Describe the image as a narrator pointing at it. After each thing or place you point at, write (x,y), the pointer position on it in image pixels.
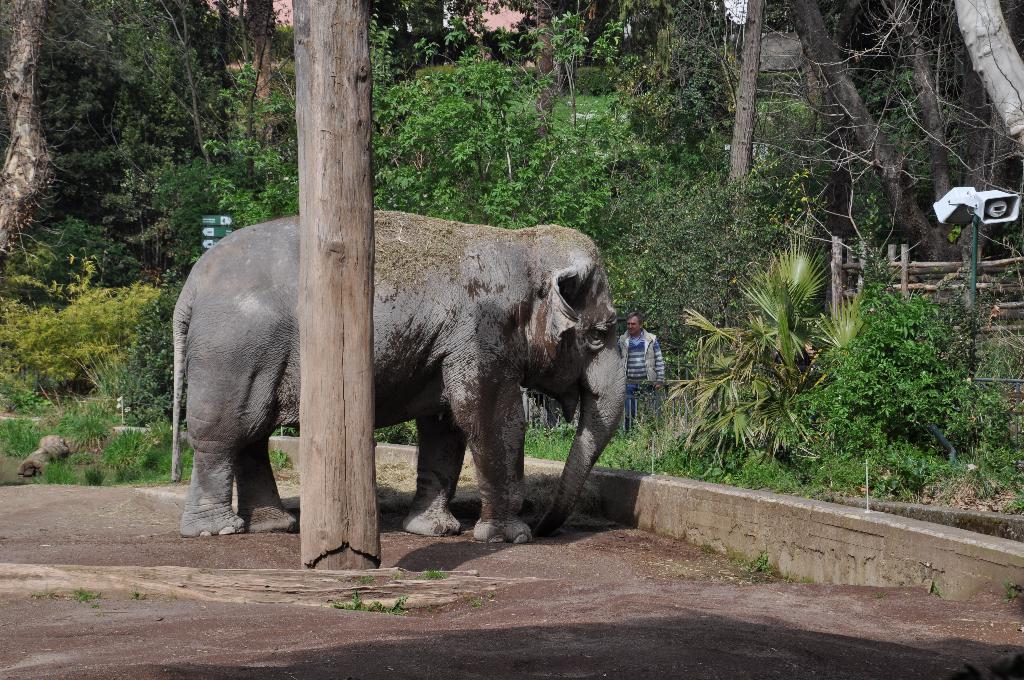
In this image I can see a elephant (409,247) which is brown, ash and black in color is standing on the ground (460,561). I can see a wooden log (356,557). In the background (652,326) I can see a person (651,369) standing, few trees (562,129), few sign boards (205,217), a white colored objects (947,194), the wooden railing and the sky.
